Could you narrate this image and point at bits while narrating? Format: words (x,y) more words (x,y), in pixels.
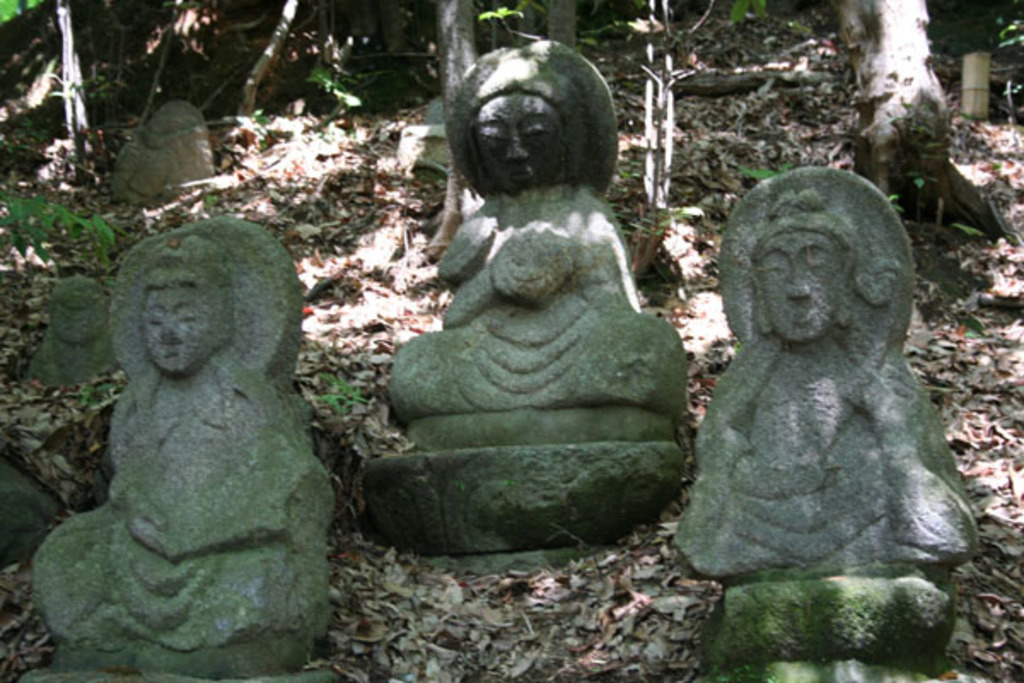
In this image I can see some statues (214,395) placed on the ground (352,289). I can see some trees (77,59) behind them. I can see dried leaves (591,570) on the ground (955,285).
